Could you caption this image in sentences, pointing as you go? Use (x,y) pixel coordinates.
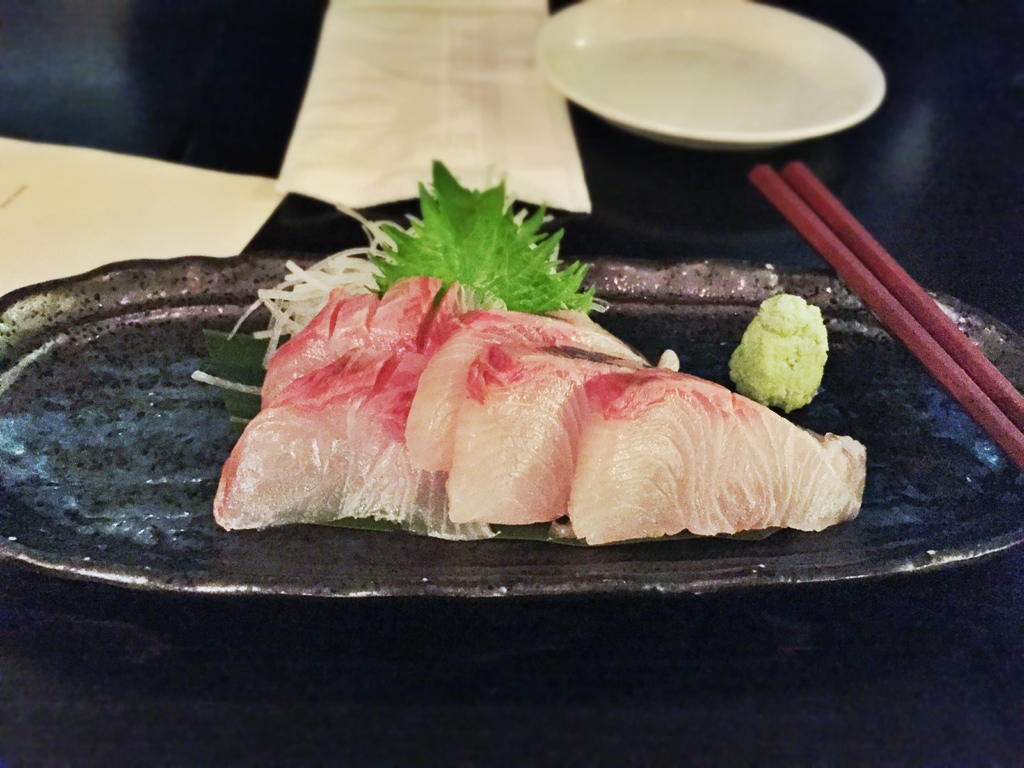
In this picture we can see food (518,422) in the plate (810,408), and also we can see a bowl (793,122) and chopsticks (839,219).
